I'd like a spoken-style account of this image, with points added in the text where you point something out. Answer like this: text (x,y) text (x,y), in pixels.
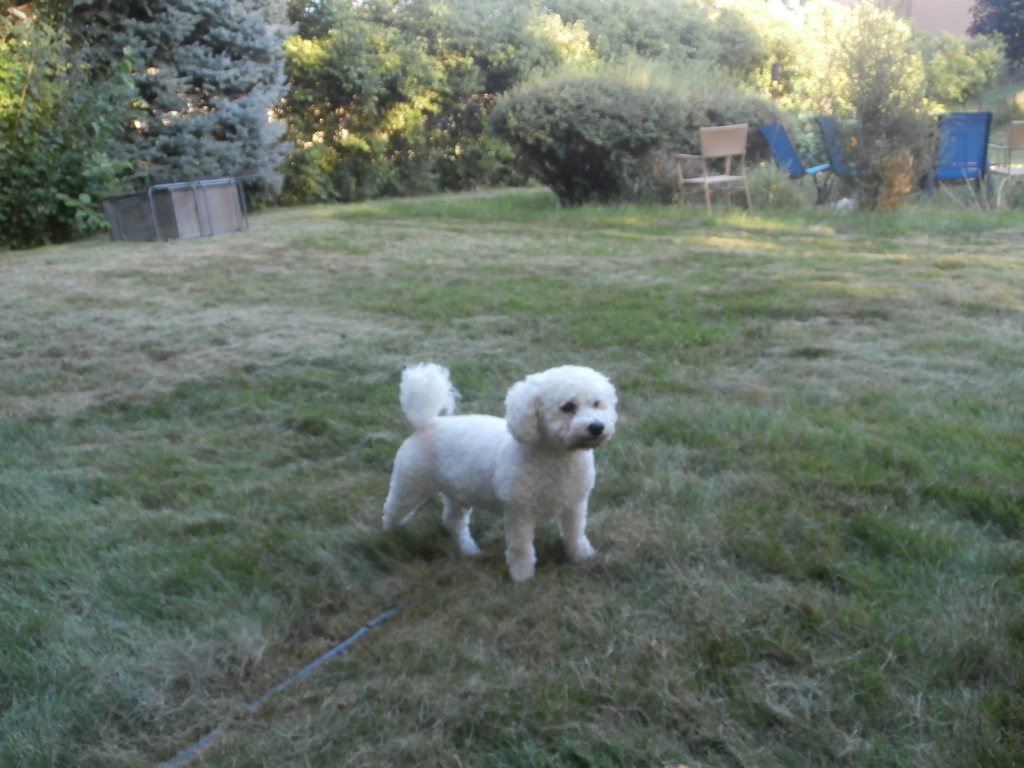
In this image we can see white color dog (496,465) is standing on the grassy land (660,314). Background of the image (639,51) plants (569,63) and chairs (778,132) are present.
